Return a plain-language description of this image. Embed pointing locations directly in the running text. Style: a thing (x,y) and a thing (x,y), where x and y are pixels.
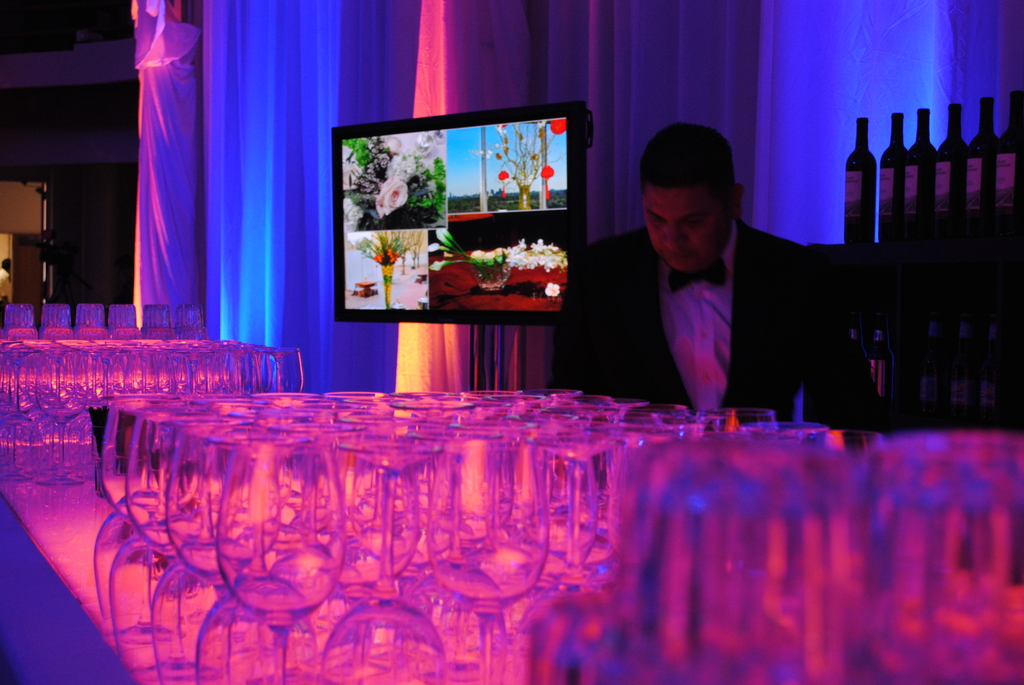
In the foreground of the picture (401,446) there are glasses (389,550) arranged on a table (79,611). In the center of the picture (669,239) there is a person (730,304) in a black suit (765,304). On the right (931,159) there are bottles (959,144) on the shelf (885,281). In the center (447,232) there is a television (467,202). In the background (685,45) there are curtains (547,103). In the background (50,234) towards left (29,248) it's looking like a podium (23,262).
